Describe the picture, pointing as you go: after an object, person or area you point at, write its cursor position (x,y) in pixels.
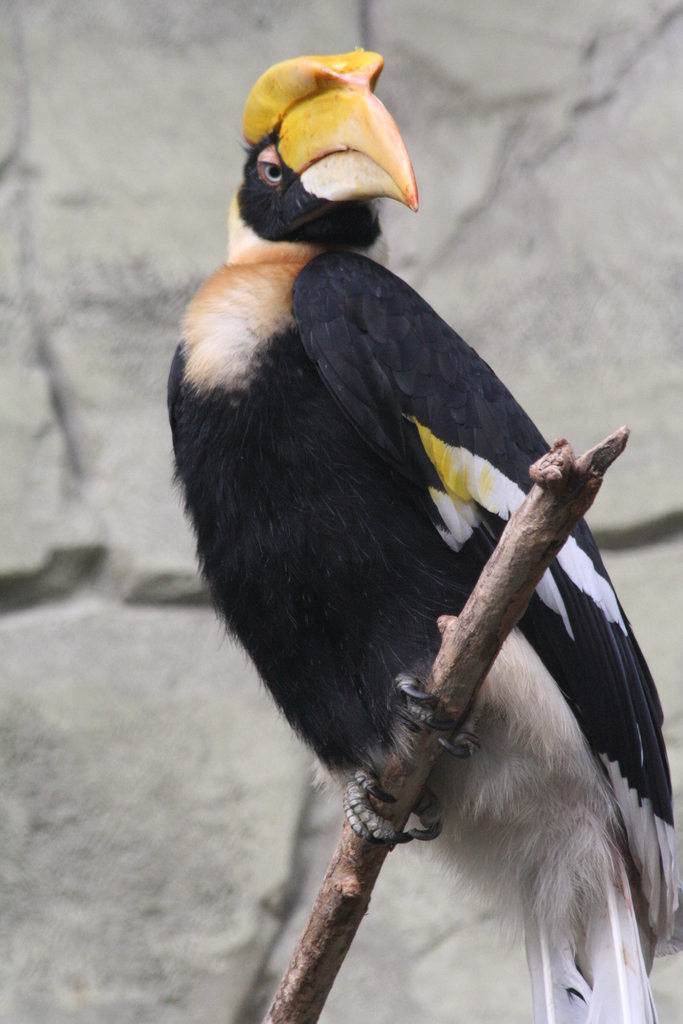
In this image we can see a bird (365,478) sitting on a wooden object (344,839). There is a rock wall (276,49) in the image.
